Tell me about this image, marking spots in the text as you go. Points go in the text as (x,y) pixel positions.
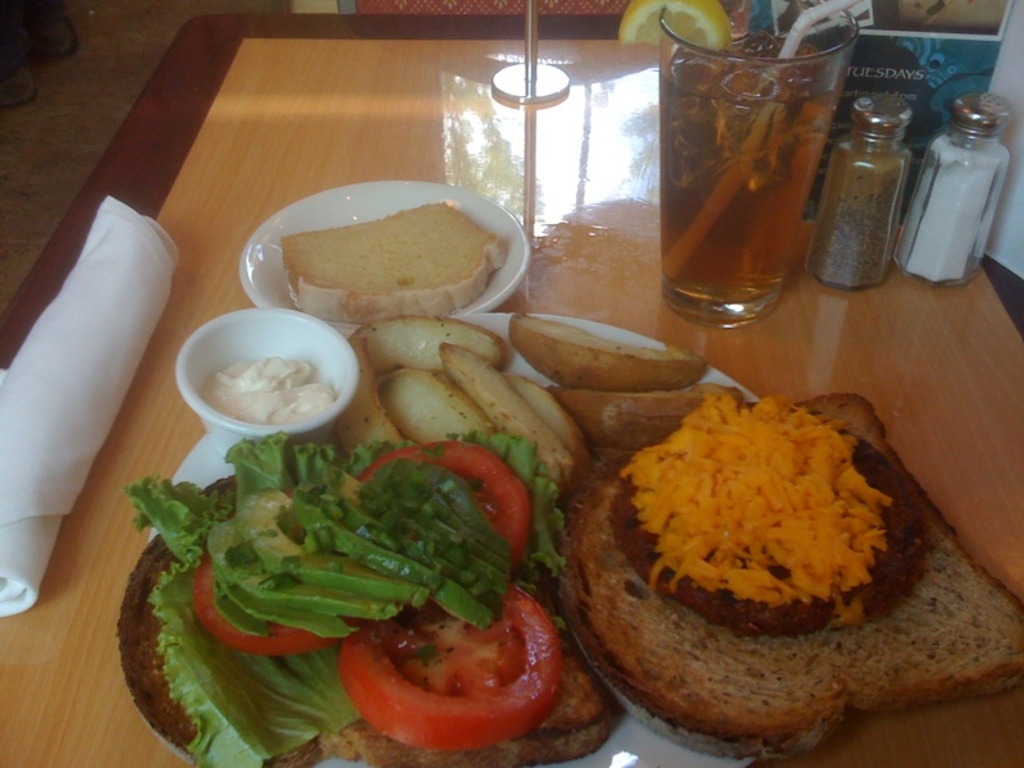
There are leaves (322,699), tomato pieces (384,723), cakes (694,647), cream (285,393) in the white color cup (209,408) and other food items (412,415) on the white color plate (620,767), which is on the table (855,756), on which, there is a glass (774,223) filled with drink (749,168), two bottles (889,190), white color paper (116,315) and other objects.
